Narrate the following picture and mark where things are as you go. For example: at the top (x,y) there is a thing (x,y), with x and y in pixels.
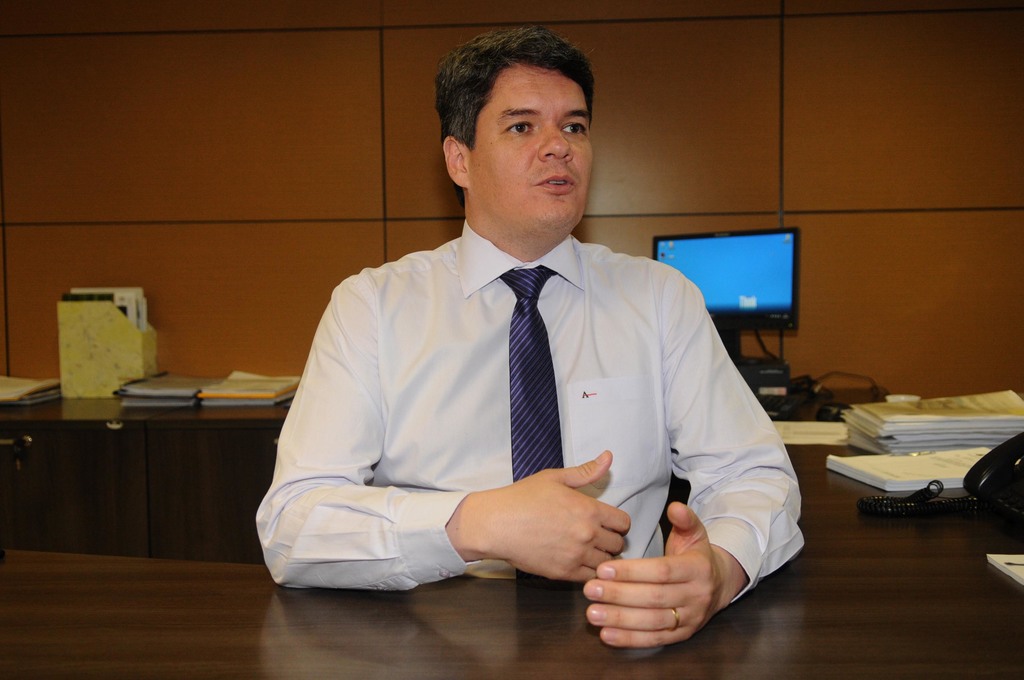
There is a man (577,297) in white color shirt (474,297), wearing a tie (522,429), sitting and talking. In front of him, there is a wooden table (725,646). In the background (744,274), there is monitor (785,292), books (950,407), telephone (1015,455) on the table (853,447), a wall (787,93) which is in brown color and some other materials (94,380) on the table (82,411).
